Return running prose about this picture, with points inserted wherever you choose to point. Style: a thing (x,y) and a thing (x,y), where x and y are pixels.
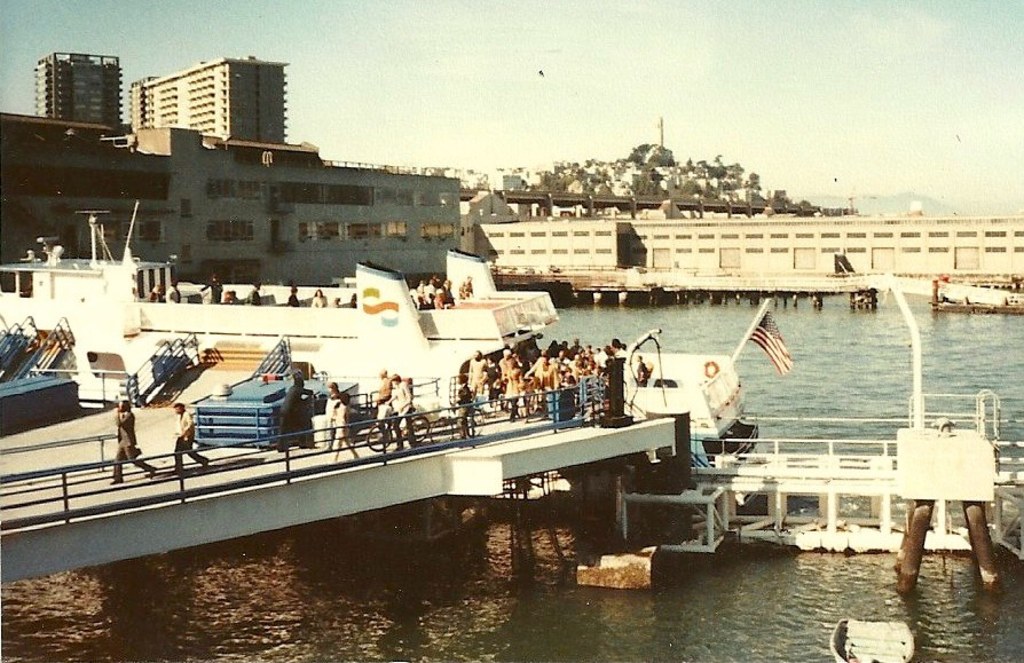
In this image I can see few buildings (873,240), windows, sky (907,183) and the water (870,365). In front (713,476) I can see few bridges (701,471) and on the bridge (11,497) I can see few people (395,425), few objects (211,430) and the person (408,400) is holding the bicycle (377,433).
